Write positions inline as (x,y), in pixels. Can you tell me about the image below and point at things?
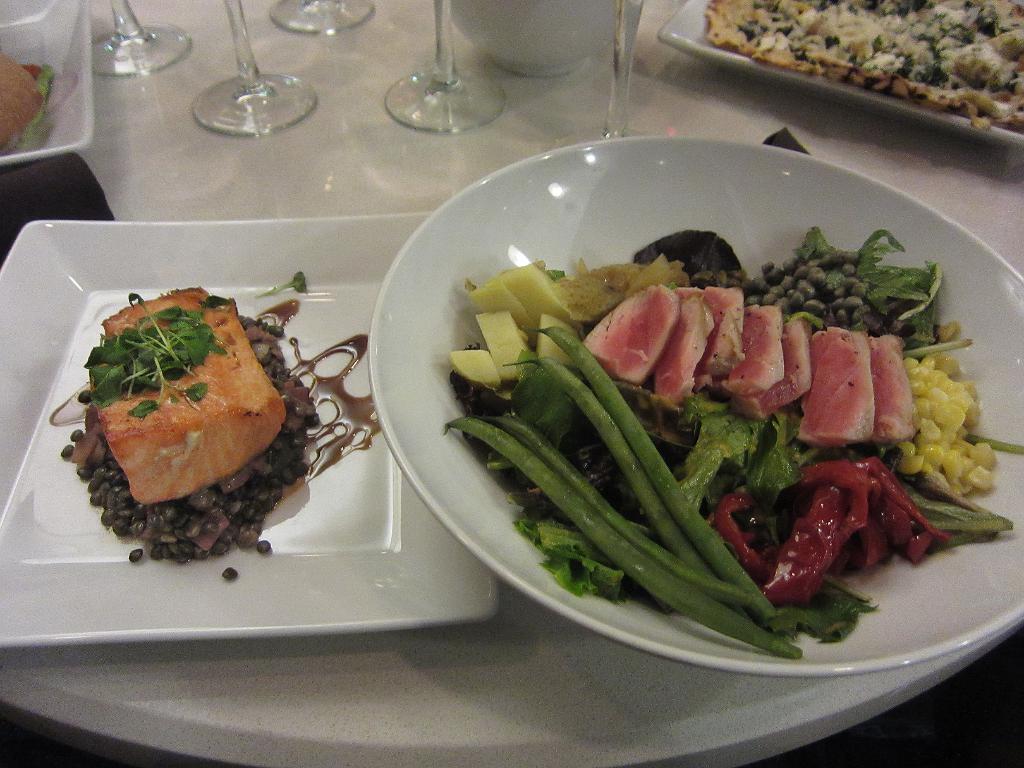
In the center of the image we can see one table (492,631). On the table (509,638), we can see bowls (745,180), plates (389,597), glasses (249,110), some food items (876,238) and a few other objects (510,24).
